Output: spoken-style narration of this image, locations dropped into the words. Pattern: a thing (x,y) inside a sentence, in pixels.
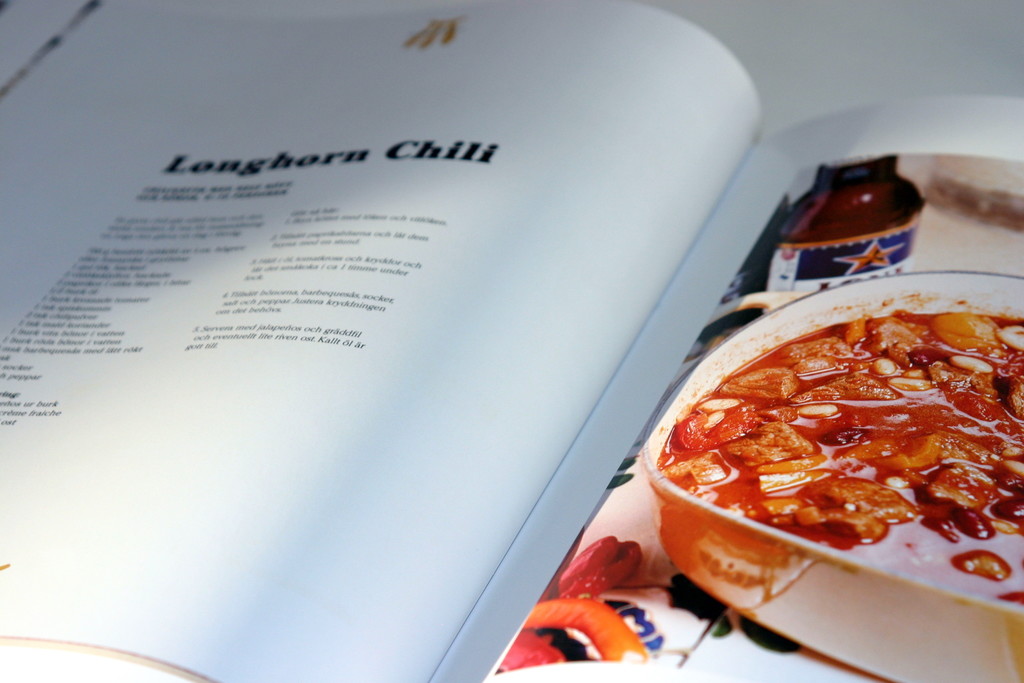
In this image we can see a recipe book (733,372) placed on the table (873,70).
